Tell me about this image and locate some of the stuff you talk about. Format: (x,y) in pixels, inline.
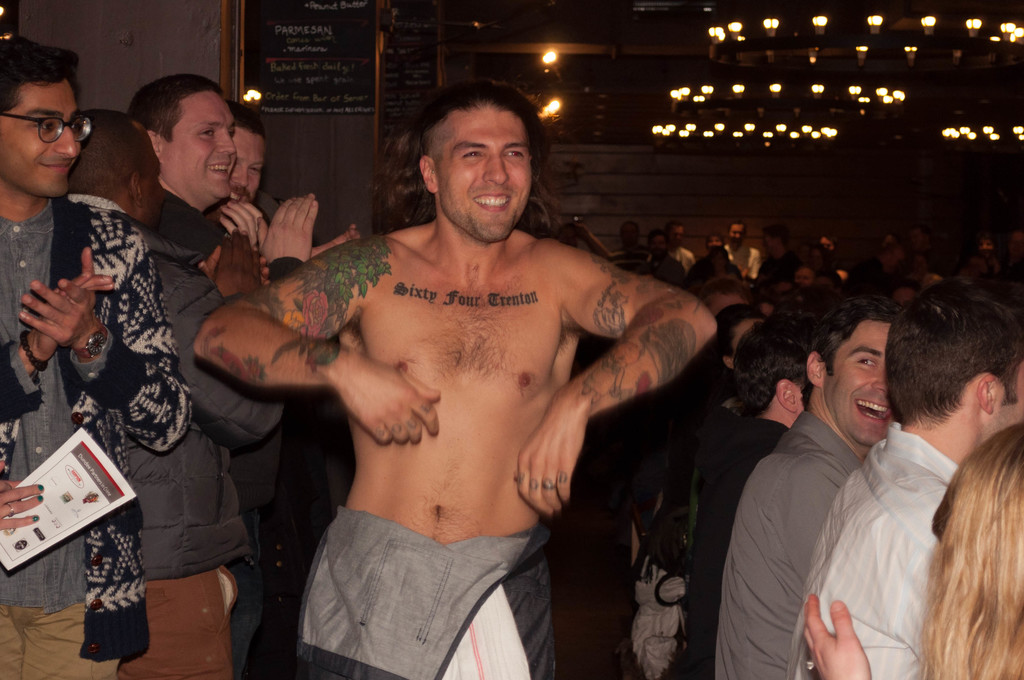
In the center of the picture (497,301) there is a person (482,334) smiling. On the left (182,244) there are people (164,355) standing. On the right (752,578) there are people (790,310). In the background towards right (955,51) there are lights (701,129). In the center of the background (289,38) there is a board (365,30).
